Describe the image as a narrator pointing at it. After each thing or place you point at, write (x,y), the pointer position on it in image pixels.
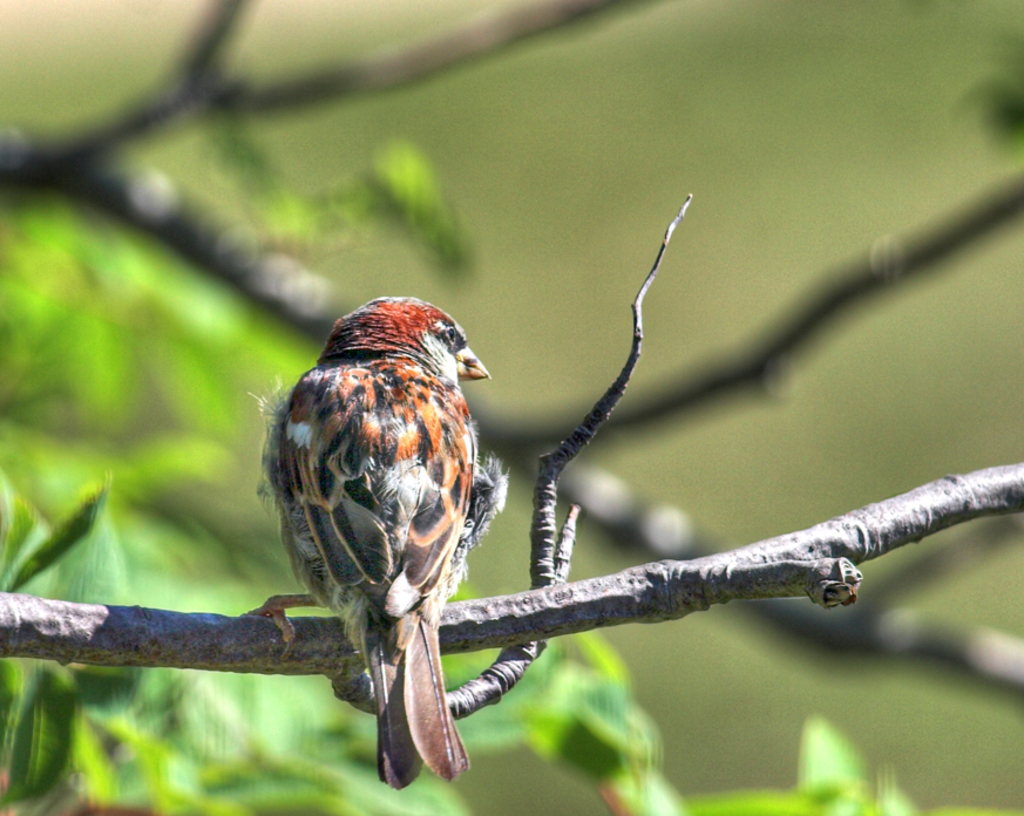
Here we can see a bird (402,331) on the branch (335,662) of a tree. In the background (211,728) the image is blur but we can see leaves (103,272) and branches (235,114) of a tree (297,219).
